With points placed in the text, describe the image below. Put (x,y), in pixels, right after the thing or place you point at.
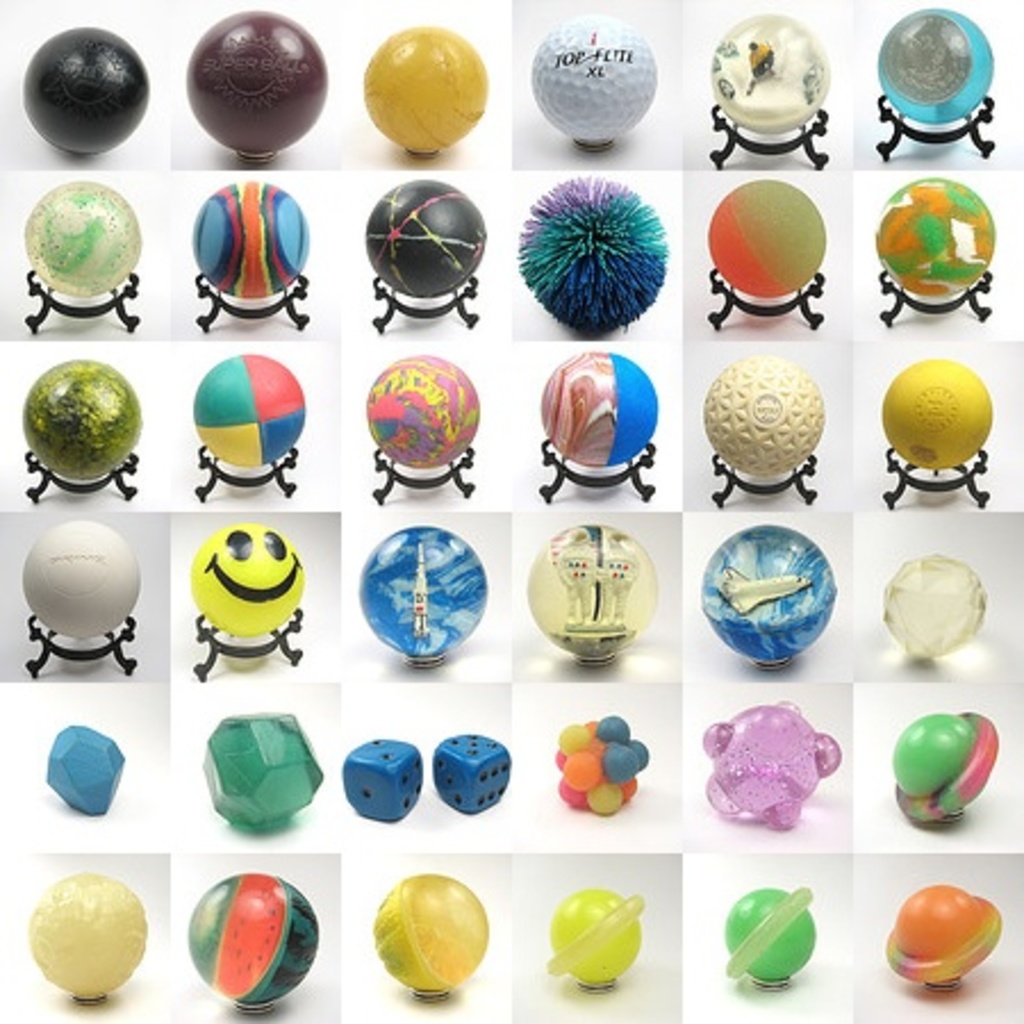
This is the collage where we can see circular shape colorful objects (411,599).
